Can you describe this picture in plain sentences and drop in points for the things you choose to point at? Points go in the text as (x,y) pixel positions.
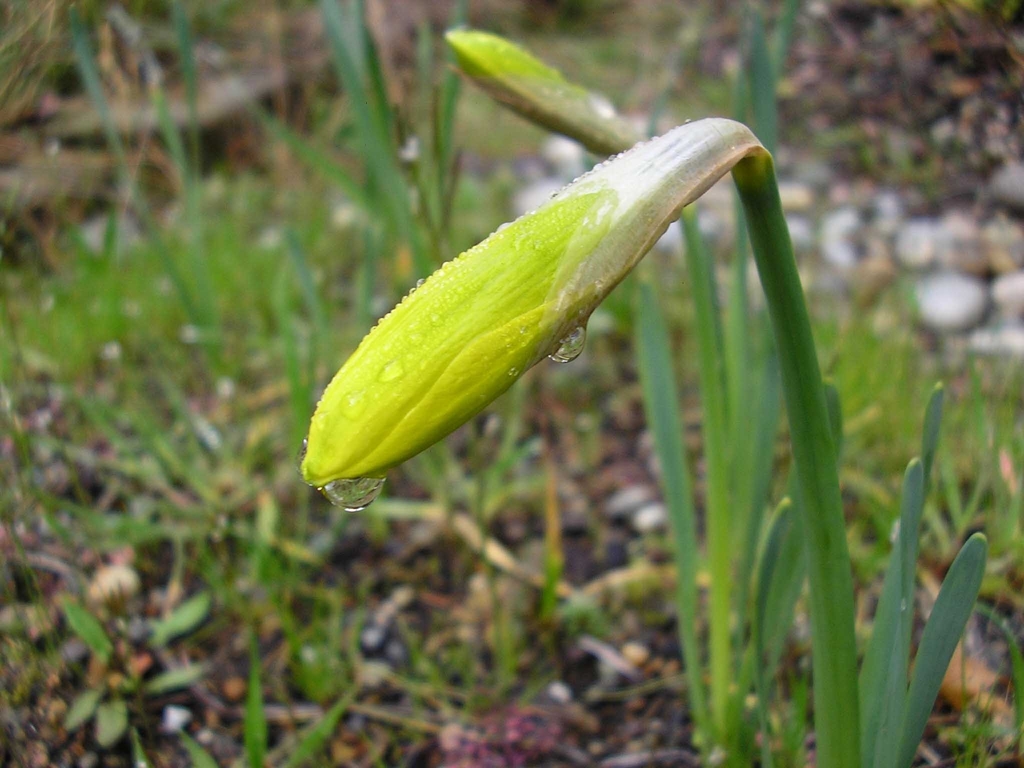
In this image in the foreground (675,398) there is one plant (489,317) and there are some water droplets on the plant (523,265), at the bottom (312,527) there is grass (187,426) and some small stones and scrap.
